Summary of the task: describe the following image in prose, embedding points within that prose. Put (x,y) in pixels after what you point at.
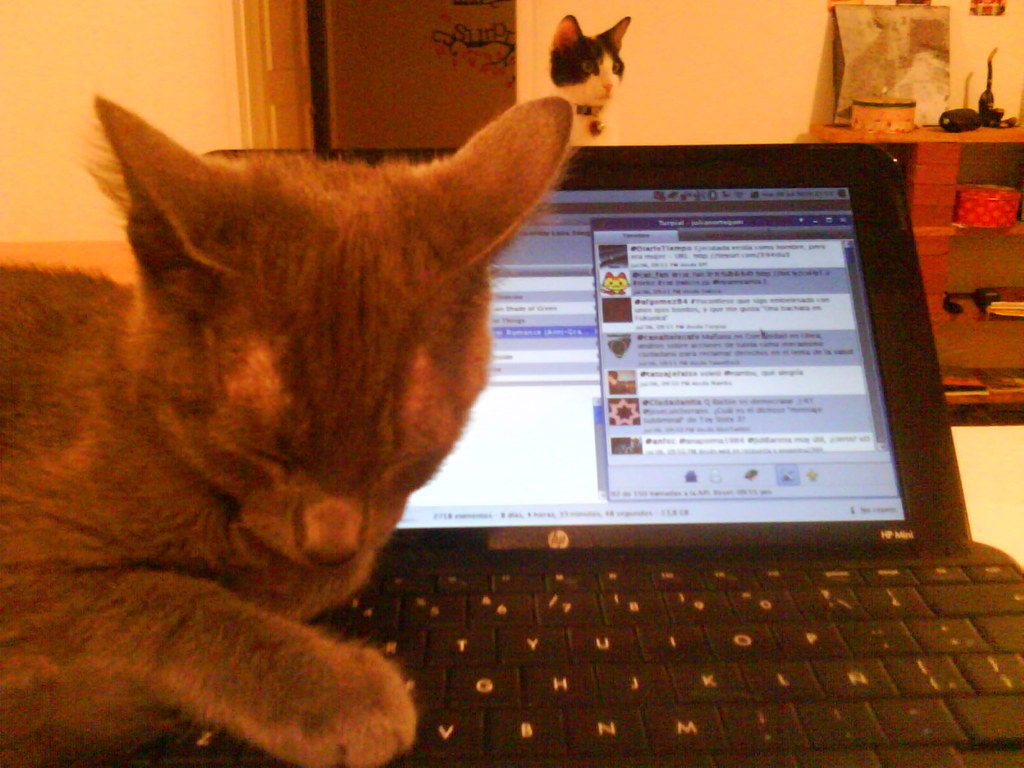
In this image there is a cat (380,553) on the laptop (554,581), and in the background (690,39) there is another cat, objects (842,100) in the racks (915,152), wall (681,58), door (316,104).
